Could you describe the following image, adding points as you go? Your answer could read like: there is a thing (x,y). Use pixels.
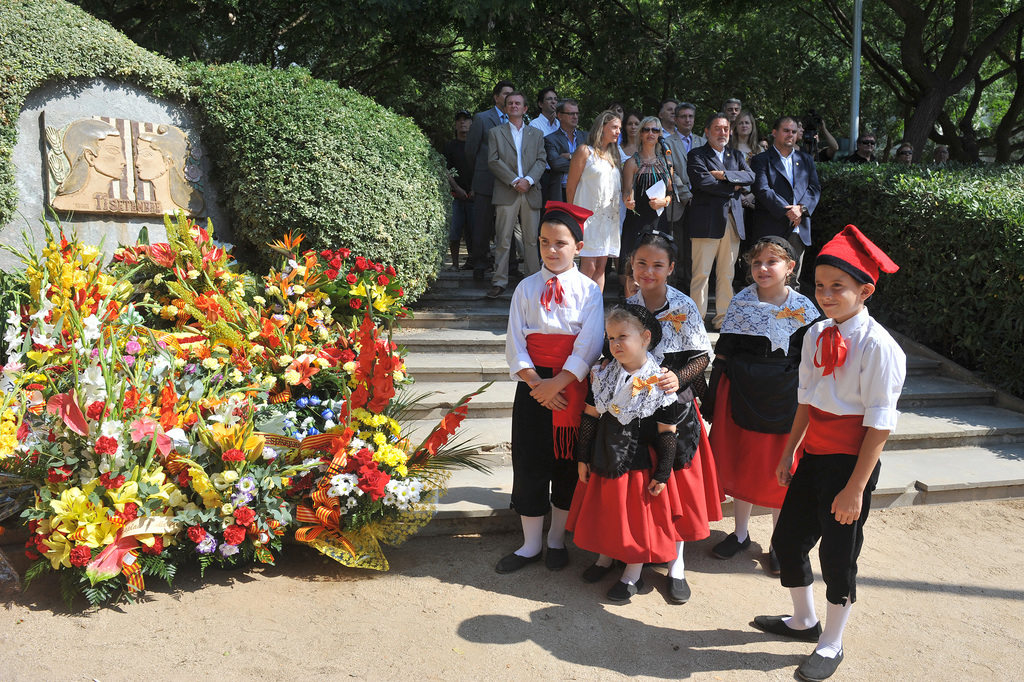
In this image, we can see a group of people (613,310), few kids (612,417) are standing. Few are wearing caps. On the left side of the image (182,491), we can see flower bouquets (157,481). Here we can see stairs (1020,437). Background (961,190) we can see so many trees (964,115) and plants (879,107).
